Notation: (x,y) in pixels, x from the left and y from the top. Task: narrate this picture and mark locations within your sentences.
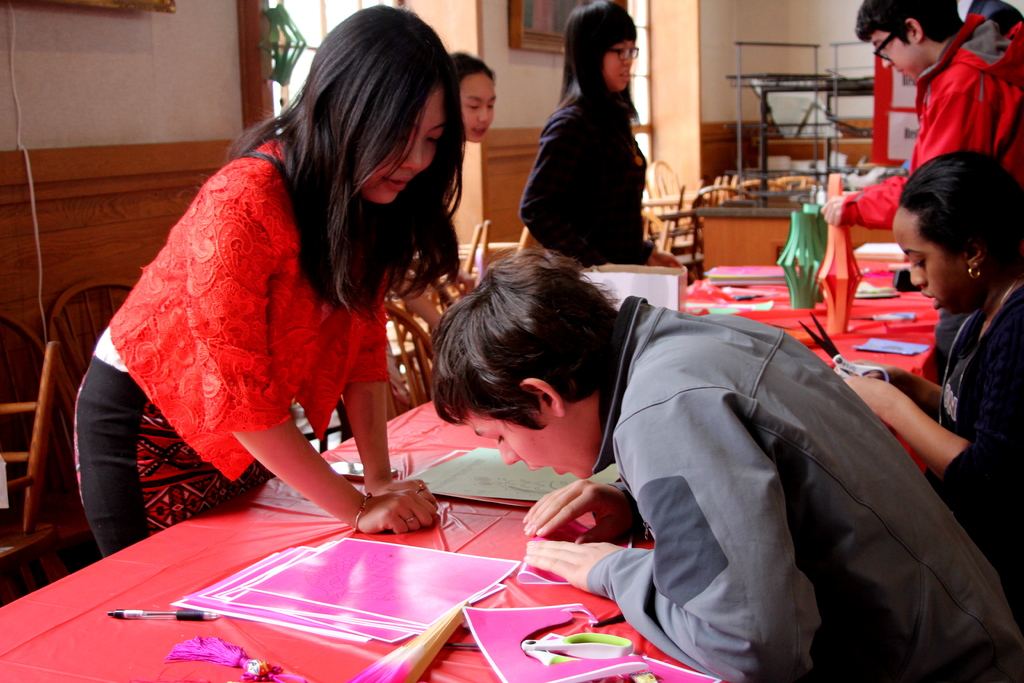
In this picture we can see a few people (405,239) and chairs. We can see a pen (164,616) and some colorful objects (864,285) on the table (871,270). There is a woman (1006,412) holding a scissor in her hand (893,393). We can see some objects (744,75) and the frames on the wall (699,181).
